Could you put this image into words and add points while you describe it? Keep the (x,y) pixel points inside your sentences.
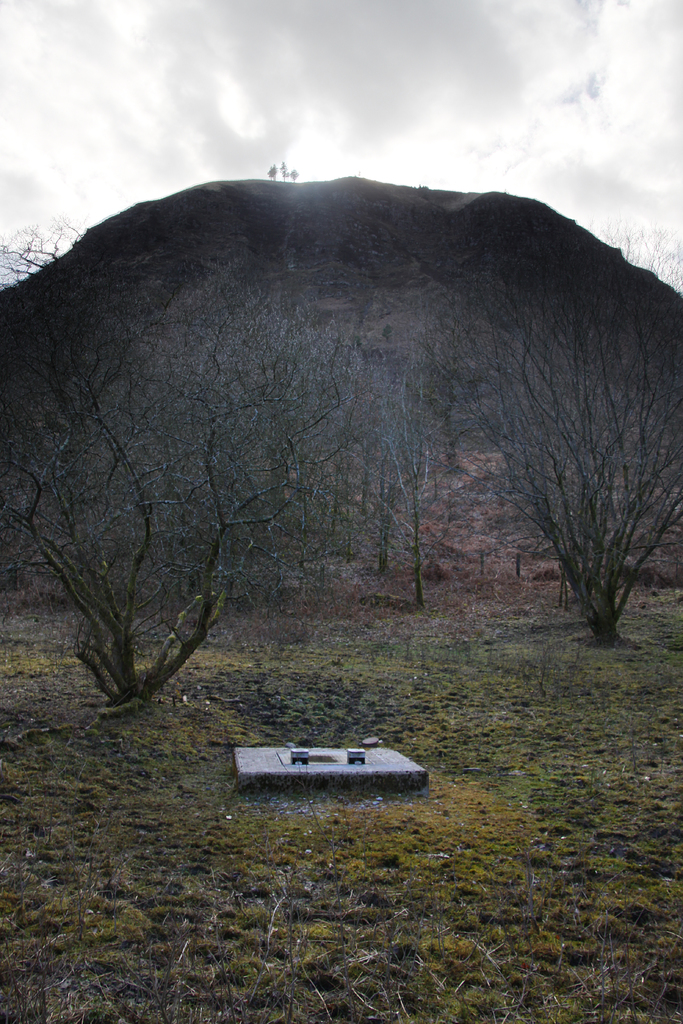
In the center of the image (277,469) we can see a mountain (481,244) and trees (227,571). At the bottom of the image (295,826) we can see the ground (318,820) and manhole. At the top of the image (366,96) we can see the clouds (275,99) are present in the sky (315,143).
